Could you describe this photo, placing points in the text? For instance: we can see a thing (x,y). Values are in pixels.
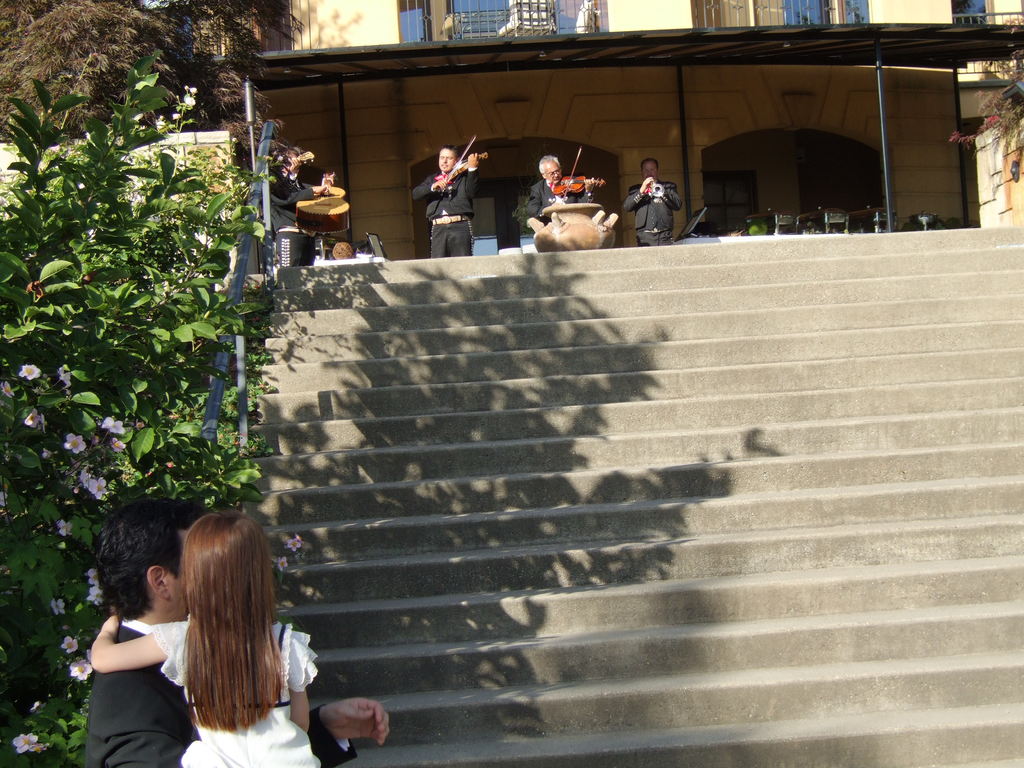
A place which has stair case (714,418) and beside the stair case (351,271) there are some plants (101,315) which has some flowers (103,426) and downside the stairs (347,547) there is a girl (210,519) and a guy (155,511) and above the staircase (497,379) there are a group of people (428,192) who are playing some musical instrument (346,210).
